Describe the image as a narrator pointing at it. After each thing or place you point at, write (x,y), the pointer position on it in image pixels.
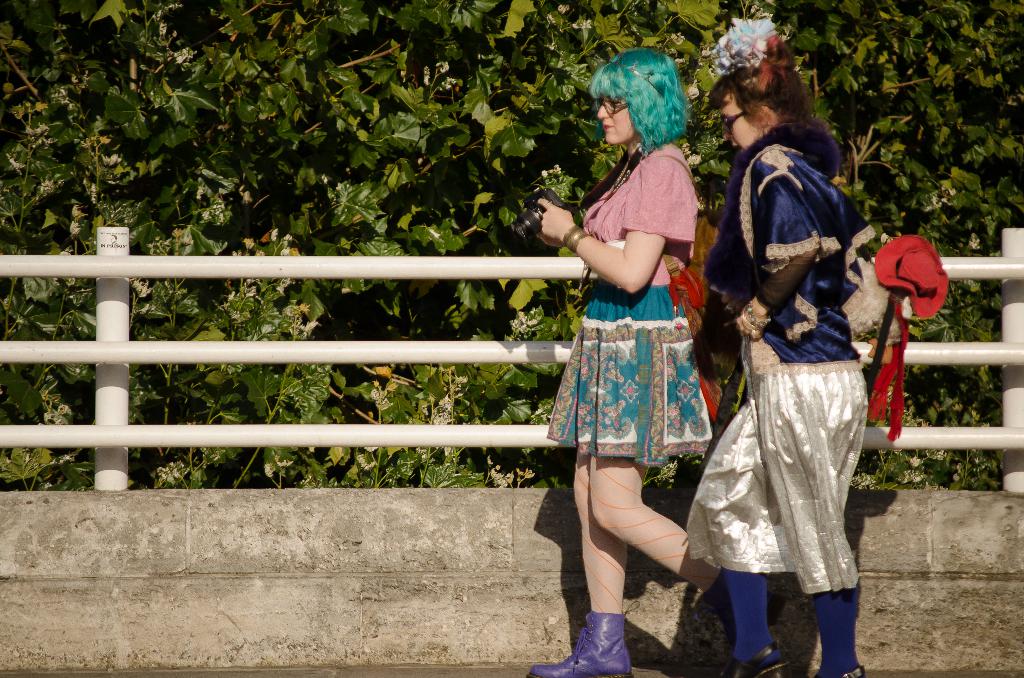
This image consists of two women (755,636) walking on the road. In the front (238,649), we can see a railing (124,383) and a wall (136,609). The railing (108,307) is white in color. In the background (306,210), there are trees (301,324).
